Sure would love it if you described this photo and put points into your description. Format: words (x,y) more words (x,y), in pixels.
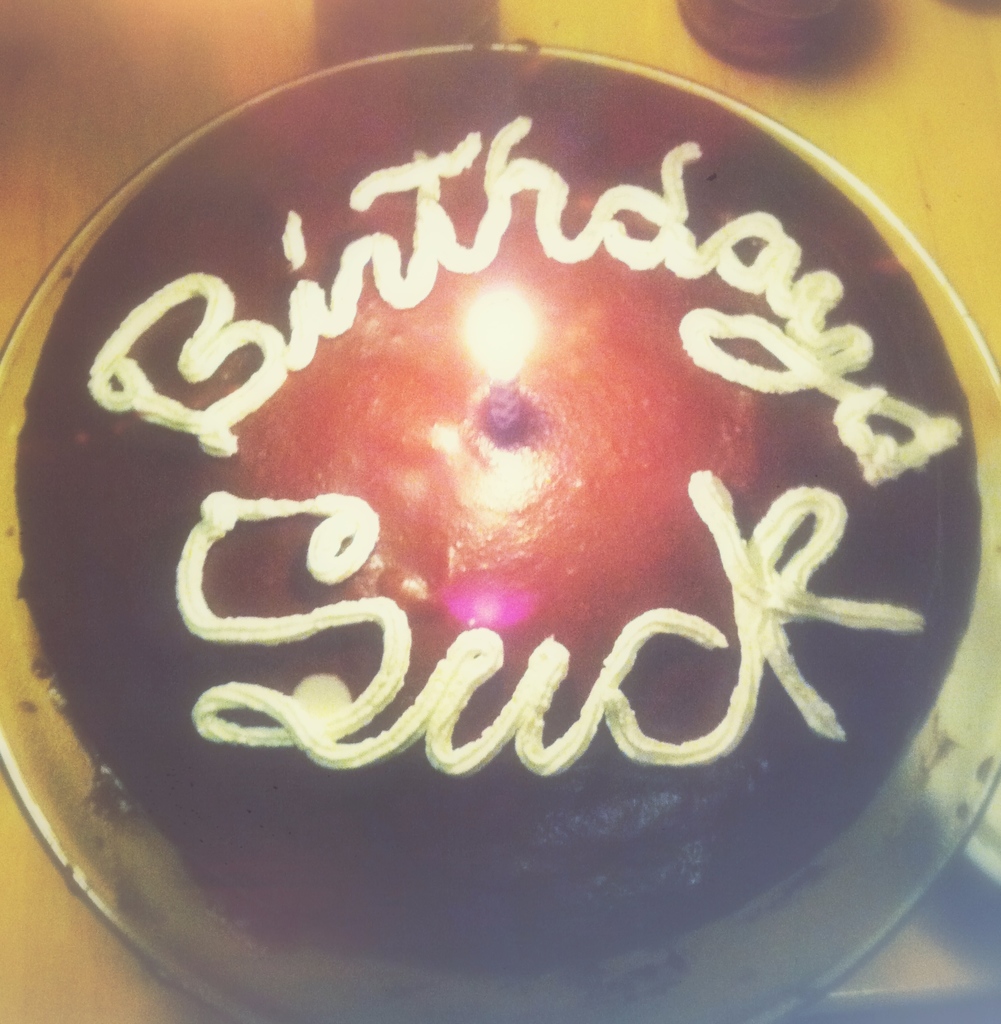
In this image, we can see a cake (496,639) with cream (540,766) and candle (513,403). Here there is a flame (498,333). Cake (447,846) is placed on the plate (754,122). Here we can see few objects (741,31). This plate (163,940) is on the wooden surface (46,969).
